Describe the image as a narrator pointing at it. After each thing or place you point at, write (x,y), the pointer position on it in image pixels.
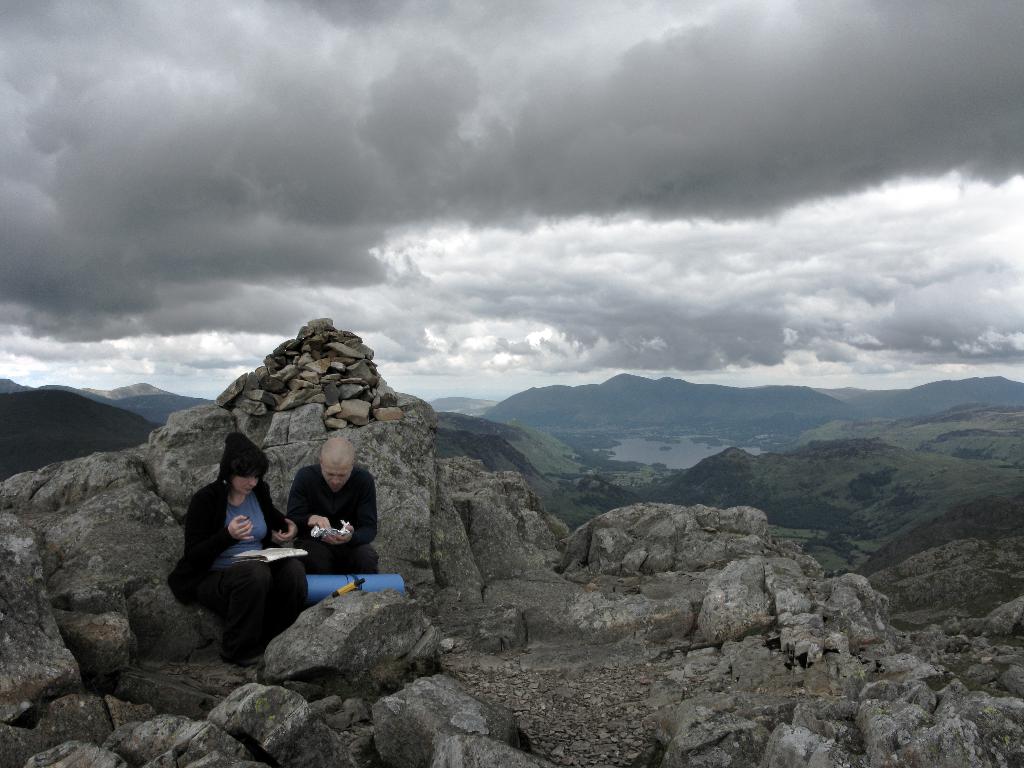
In the picture I can see two people (289,559) are sitting and holding some objects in hands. In the background (720,492) I can see mountains (737,482) and the sky (602,269).
